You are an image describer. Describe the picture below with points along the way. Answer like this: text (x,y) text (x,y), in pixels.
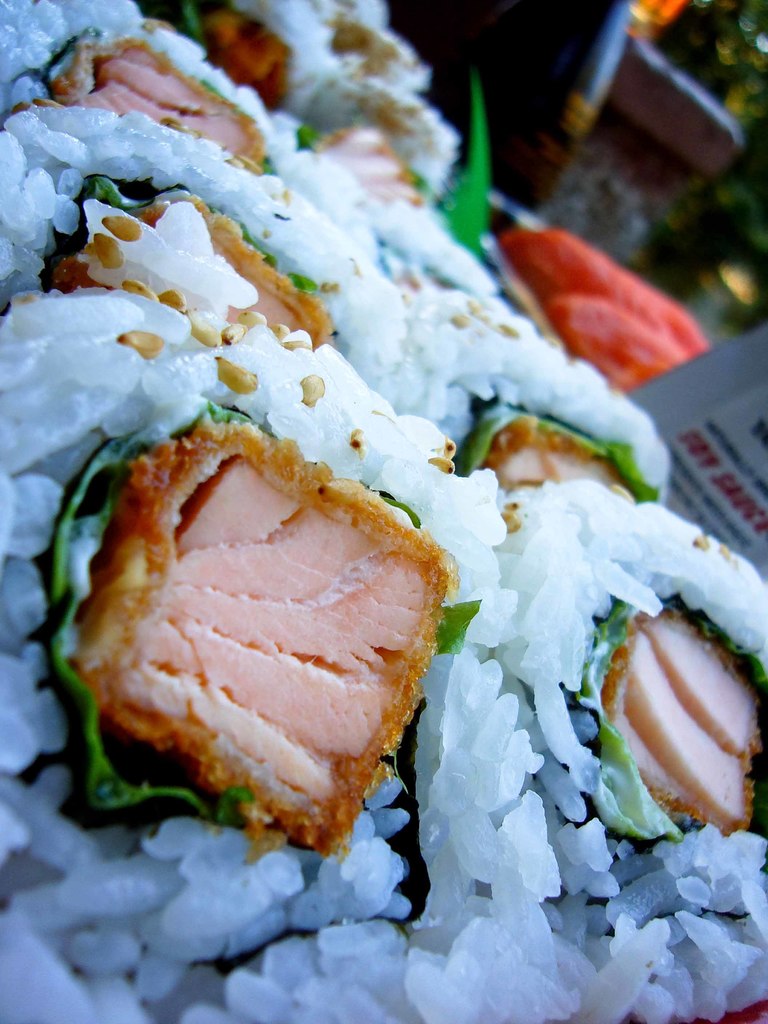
In this image I can see the food (227,558) which is in white, green and brown color. To the side there is a board (676,469) and I can see the blurred background (640,20).
